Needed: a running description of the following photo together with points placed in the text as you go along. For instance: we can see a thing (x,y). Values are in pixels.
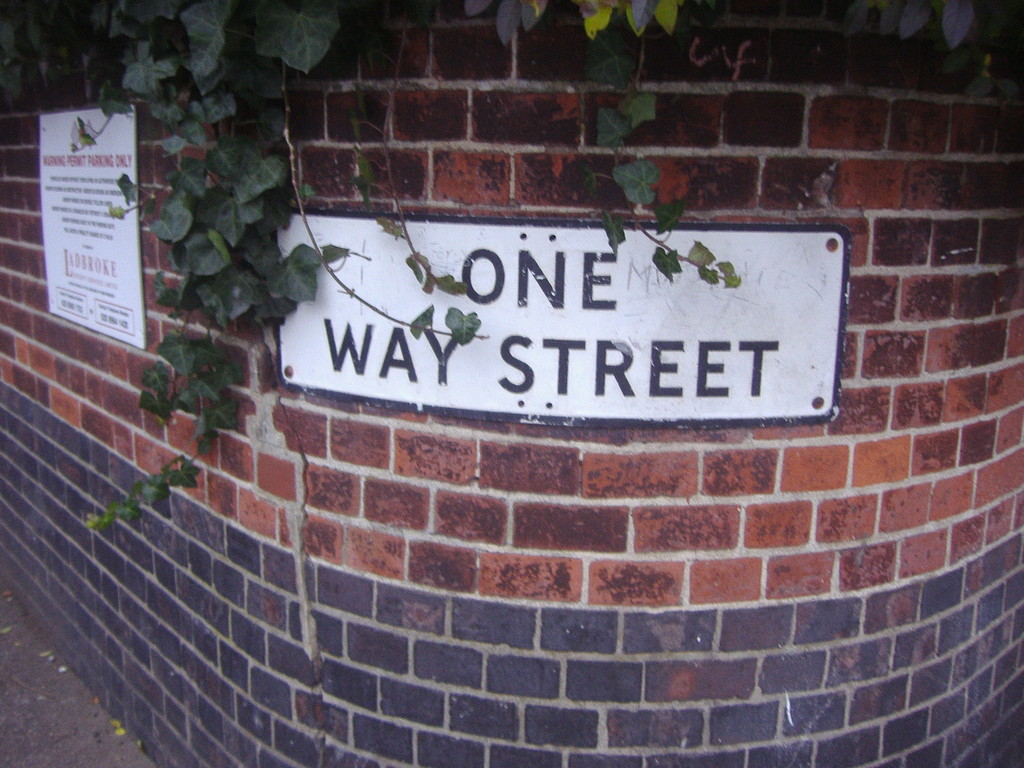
In this picture I can see couple boards (386,339) with some text (115,318) on the brick wall (381,425) and I can see leaves (603,20).
